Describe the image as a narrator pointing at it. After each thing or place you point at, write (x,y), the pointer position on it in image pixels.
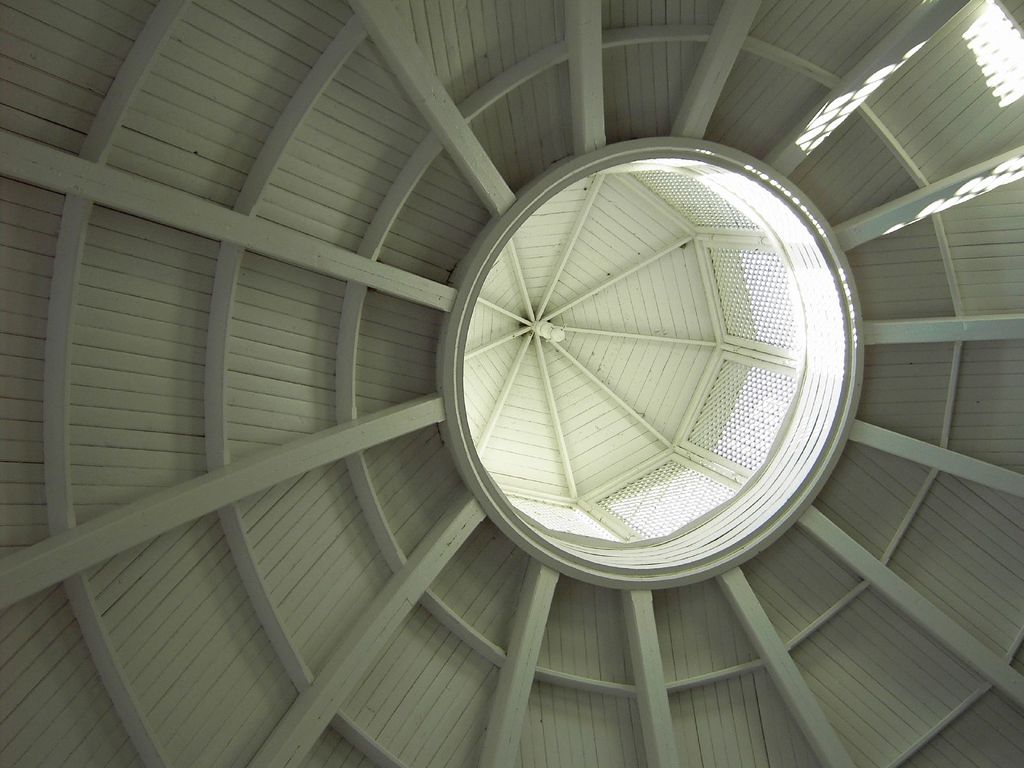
This picture is consists of a roof (303,261) in the image.
